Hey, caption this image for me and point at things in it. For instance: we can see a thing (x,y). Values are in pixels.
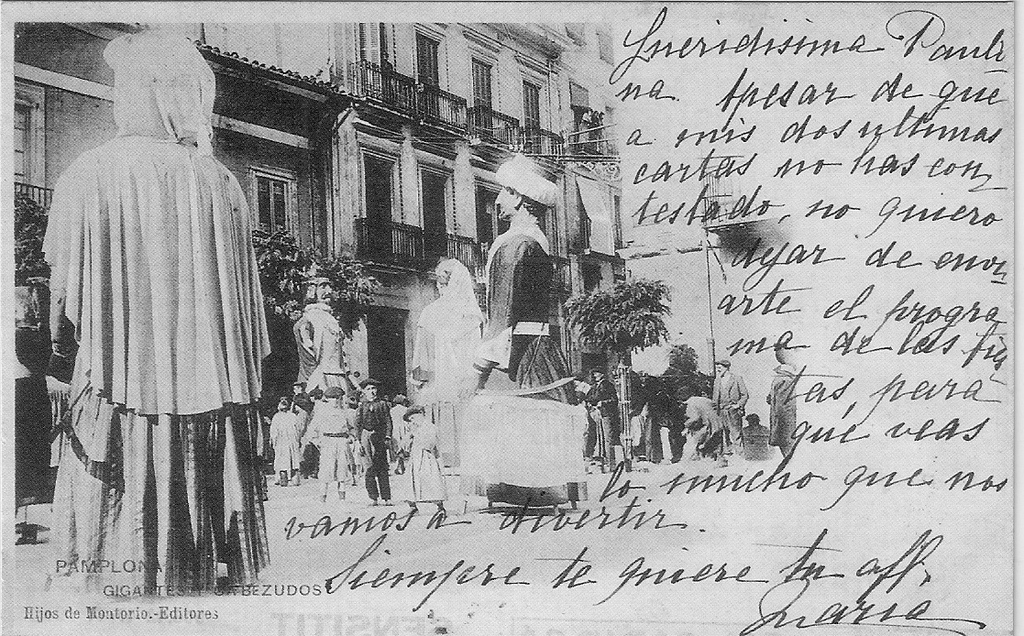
It is the black and white image in which there is a person (230,266) on the left side (184,290). On the right side (865,307) there is some script (868,268). In the background (469,189) there are building (442,111). There are few people (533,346) standing on the floor (441,541).
